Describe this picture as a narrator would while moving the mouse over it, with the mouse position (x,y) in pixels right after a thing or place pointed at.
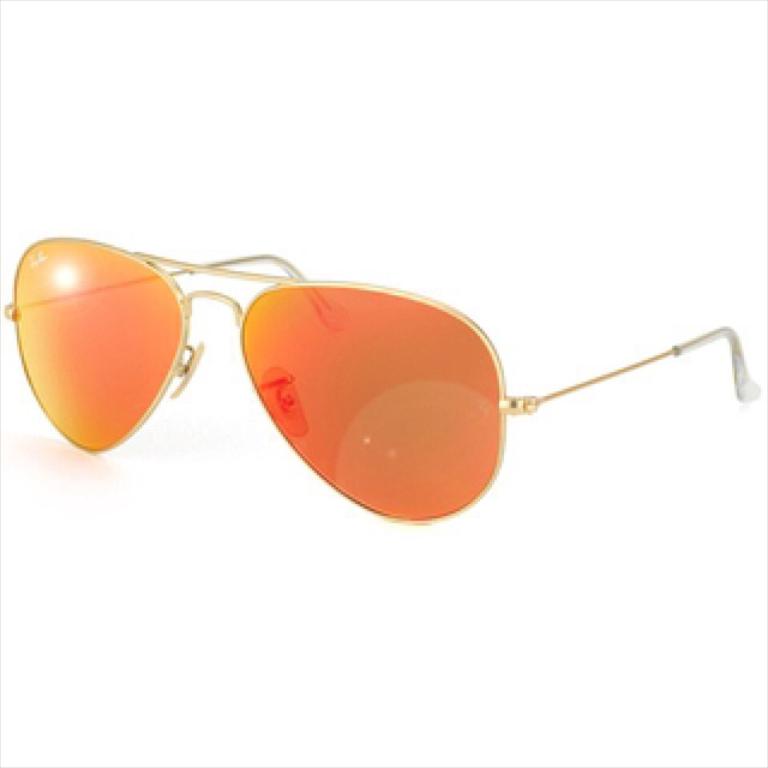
In this image there is sun glasses (102,266) at the middle of the image (440,370). Background (734,627) is in white color.
